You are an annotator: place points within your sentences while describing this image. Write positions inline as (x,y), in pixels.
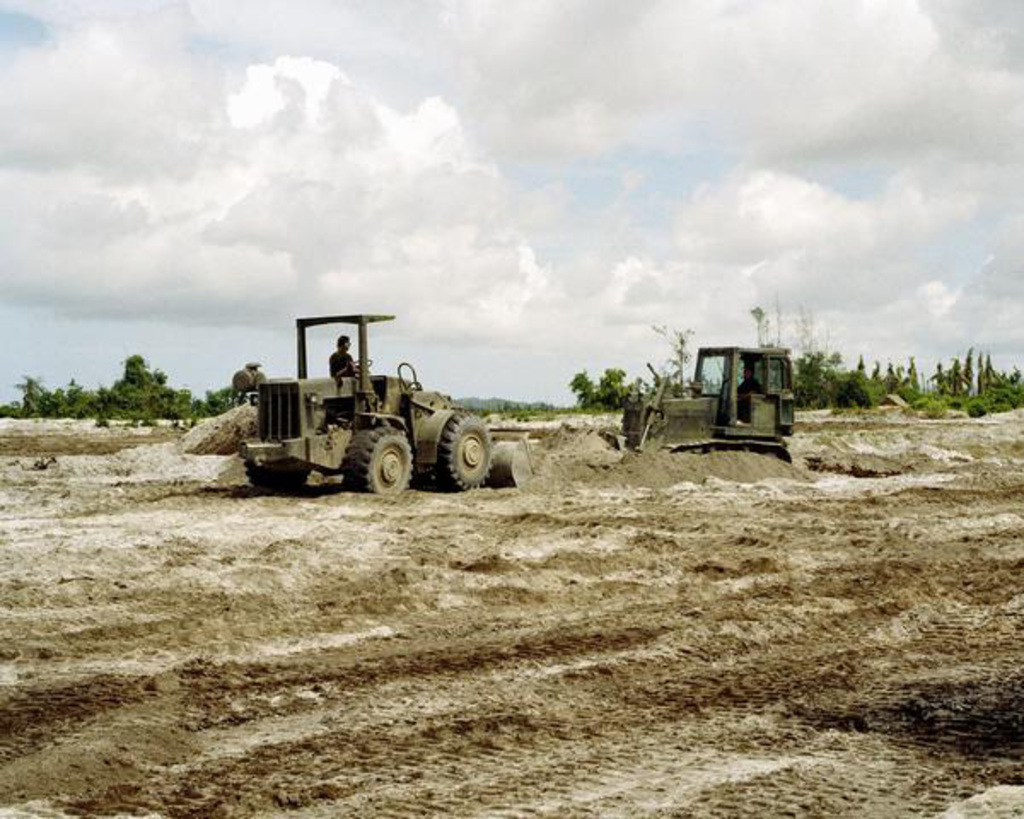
There are two people (748,393) sitting and riding vehicles (447,460). In the background (1014,356) we can see trees (89,395) and sky (575,224) with clouds (685,12).
